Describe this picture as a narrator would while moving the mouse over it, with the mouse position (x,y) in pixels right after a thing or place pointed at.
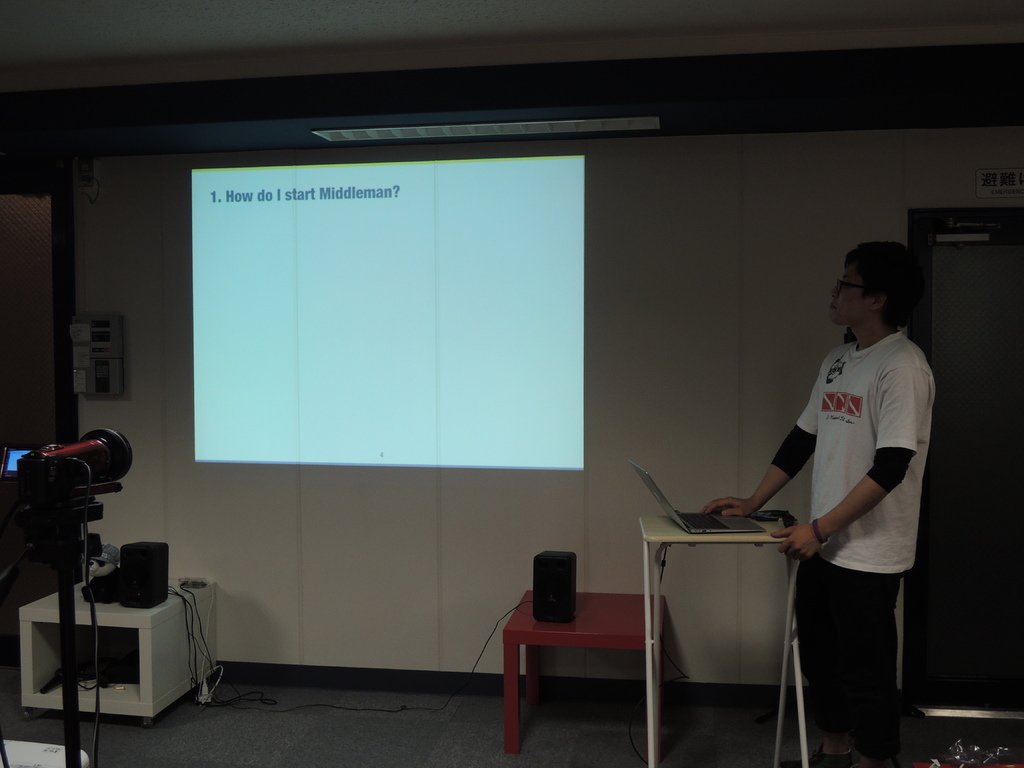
On the right side (862,421) there is a man (911,487) who is wearing a white t-shirt (849,427), standing beside the table (750,541). He is seeing on the projector (487,310). He is working on a laptop (689,520). On the table (581,621) there is a speakers (566,576). On left side (71,493) there is a camera (82,484) which is shooting the projector (346,398). On the side there is a door (994,399). Here it's a switches board (90,351).
